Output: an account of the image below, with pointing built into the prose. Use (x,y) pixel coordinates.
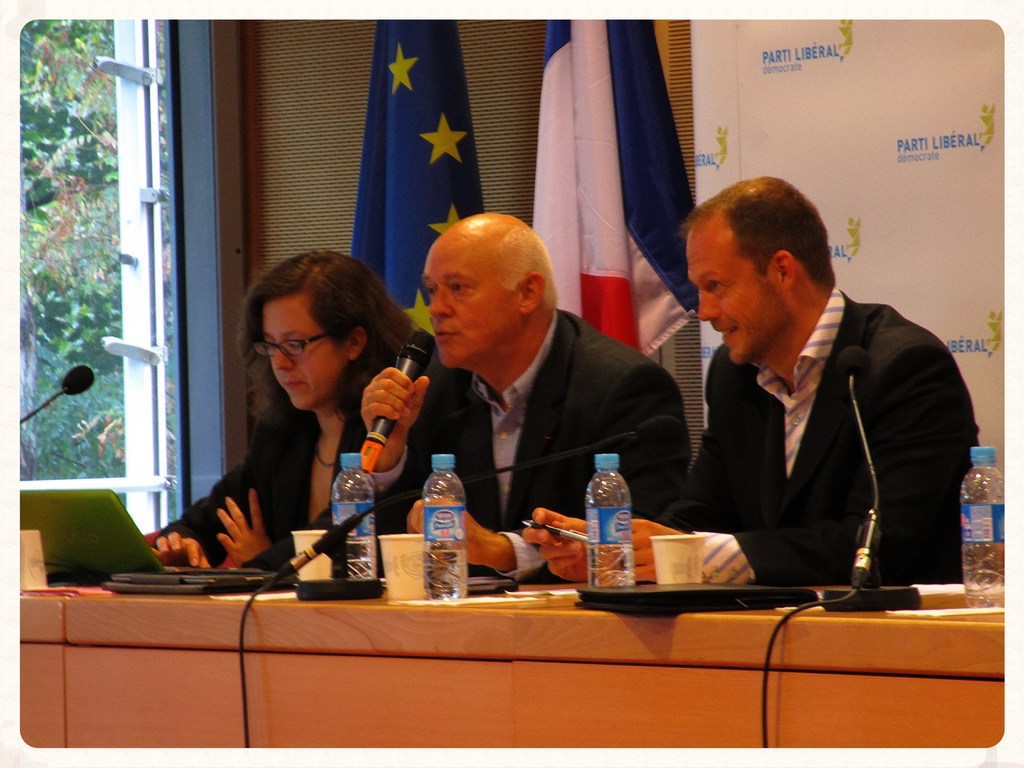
These 3 persons (427,452) are sitting on a chair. In-front of this person (483,461) there is a table (468,616), on a table (817,617) there is a mic (73,373), laptop (131,546), cup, file (678,594) and bottles (627,546). Backside of this person (494,419) there are flags (605,191). Outside of this window (93,221) we can able to see trees (44,96). These three persons (313,465) wore black suit (480,421). This man (400,410) is holding a mic (418,350).
